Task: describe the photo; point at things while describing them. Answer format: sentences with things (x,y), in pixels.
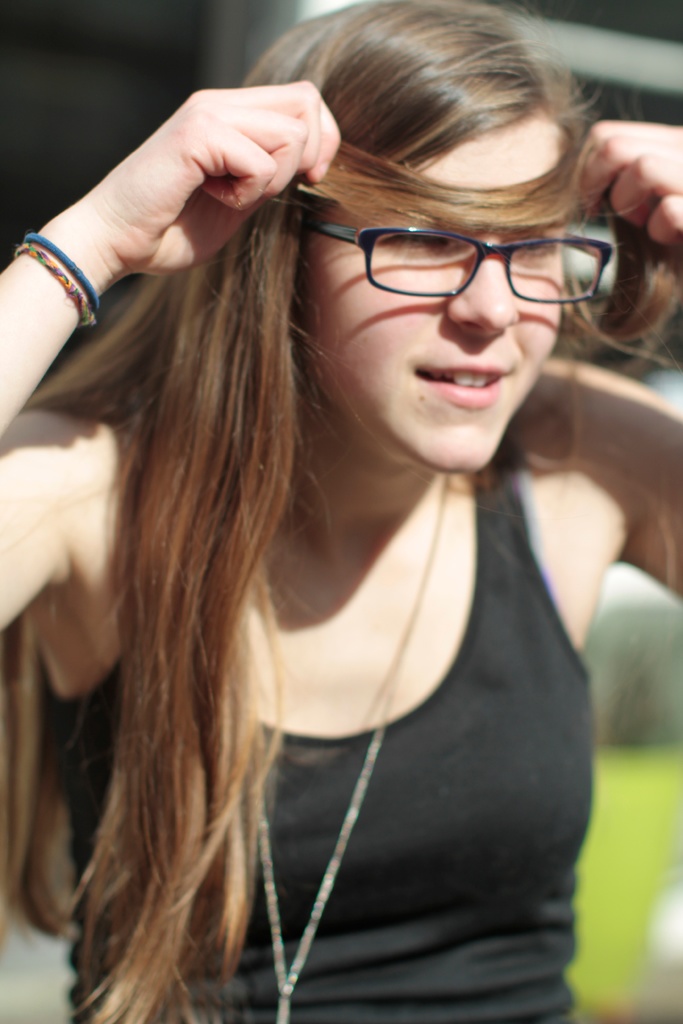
There is a woman (513,177) in black color t-shirt (557,805) smiling and holding her hair (472,125) with both hands (617,167). In the background (628,809), there's grass (624,857) on the ground (618,865). And the background (592,914) is blurred.
